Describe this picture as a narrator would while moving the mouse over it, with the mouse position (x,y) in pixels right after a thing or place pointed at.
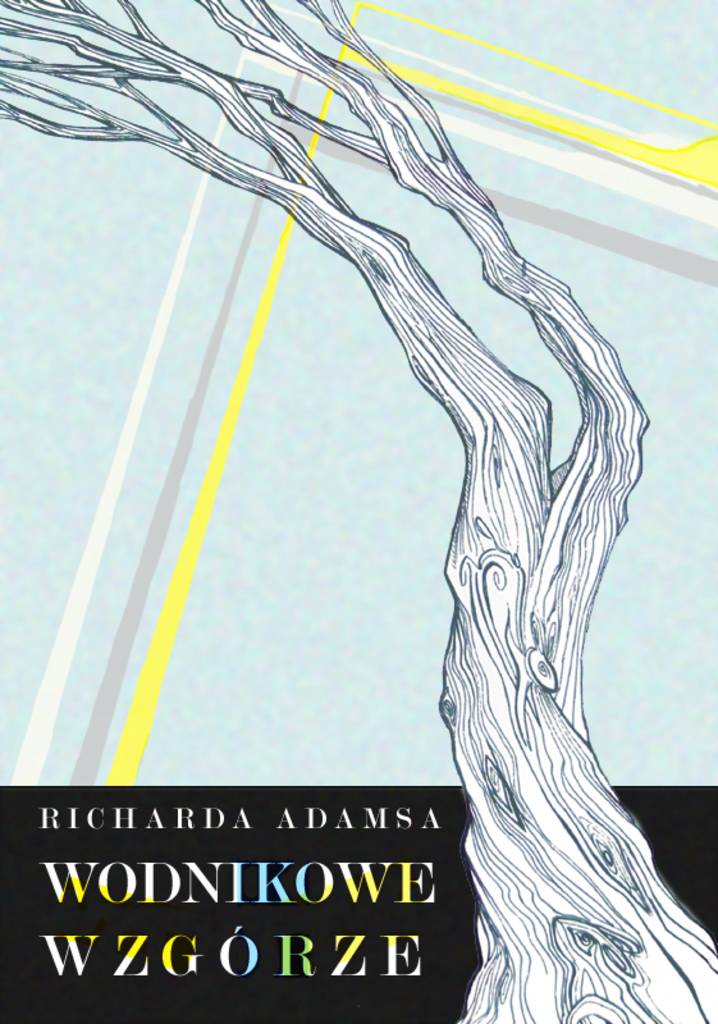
This is an illustration image of a tree trunk (508,395). Here we can see some text (359,813).
